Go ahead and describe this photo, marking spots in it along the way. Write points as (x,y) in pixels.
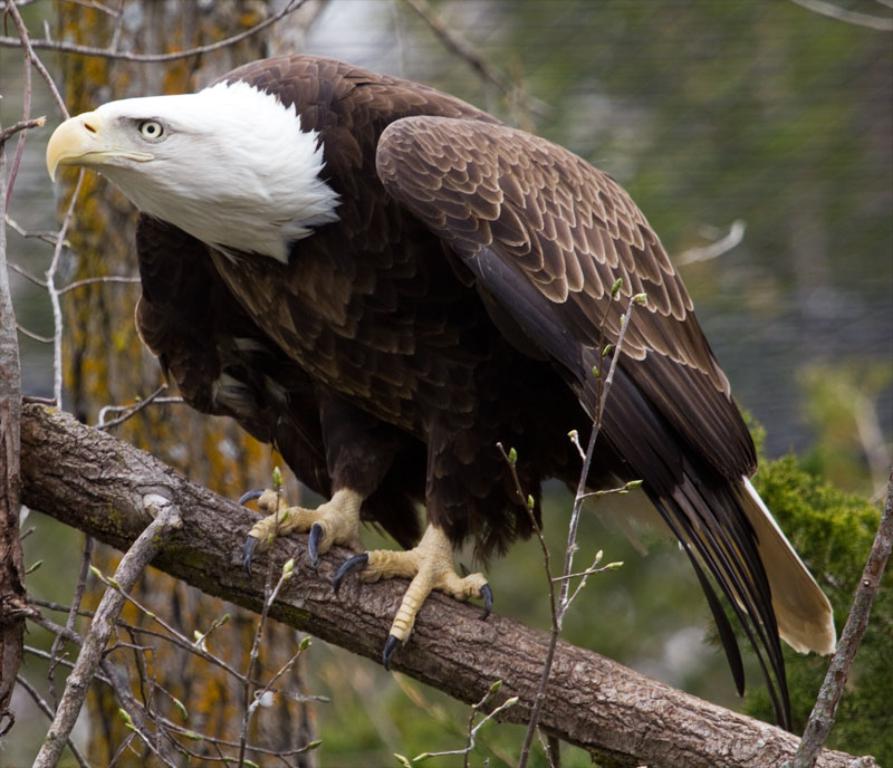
In this image I can see an eagle (396,414) is on a tree (365,618). Here I can see a tree (175,64). The background of the image (583,93) is blurred.
